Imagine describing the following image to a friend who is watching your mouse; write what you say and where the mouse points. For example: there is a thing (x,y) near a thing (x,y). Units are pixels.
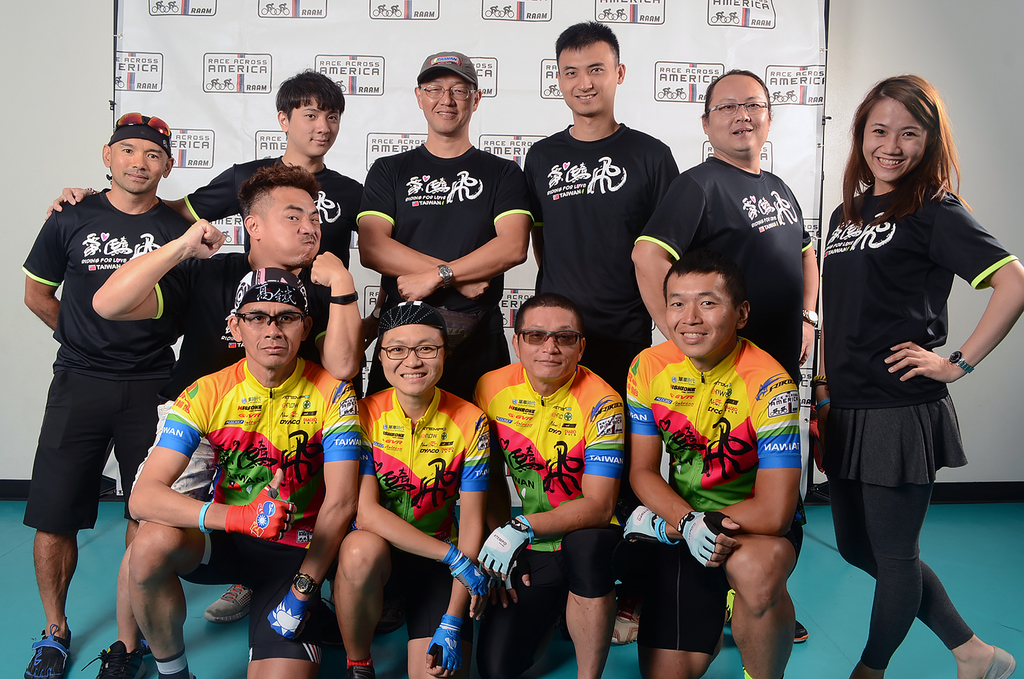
This picture describes about group of people (482,282), few people (551,277) wore black color T-shirts (455,201) and spectacles (725,113), in the background (358,136) we can see a hoarding (183,104).
